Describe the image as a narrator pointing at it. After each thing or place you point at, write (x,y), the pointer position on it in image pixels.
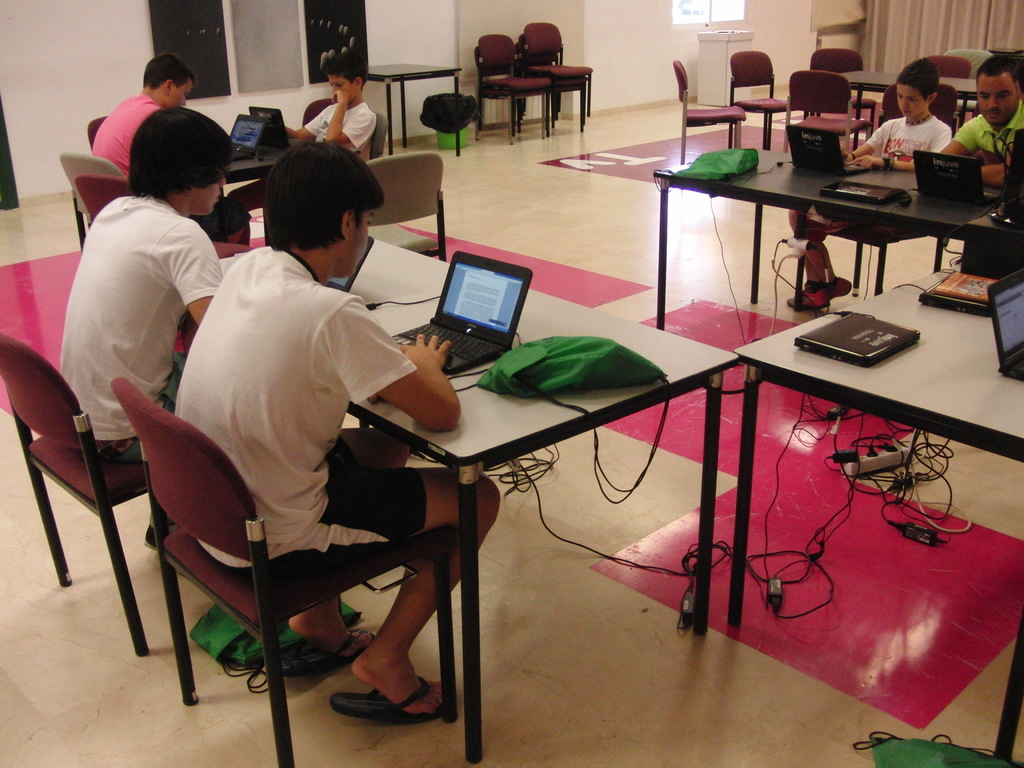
In this image I see 6 persons (856,159) and all of them are sitting, I can also see that there are lot of tables (739,593) and chairs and there are laptops (242,146) on the tables (856,205). In the background (63,15) I can see the wall (597,95) and the window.
